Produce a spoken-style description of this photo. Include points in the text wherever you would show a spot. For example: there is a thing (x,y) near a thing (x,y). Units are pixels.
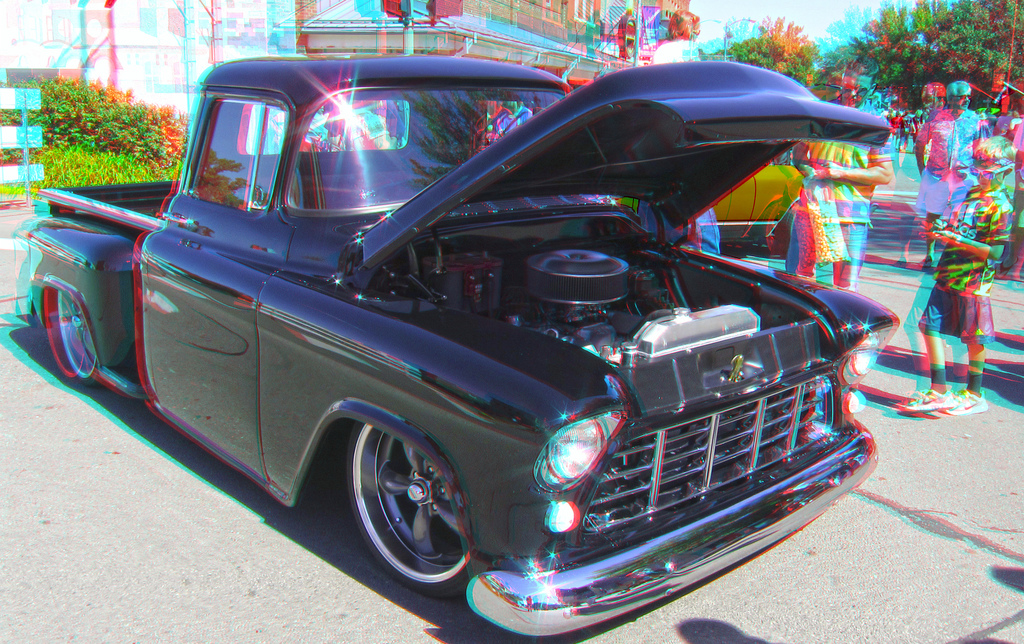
This is an edited image, we can see vehicles (586,231) on the path (819,564) and on the right side of the vehicles (503,239) there are some people (839,190) standing. Behind the people (850,154) there are poles (634,59), buildings (109,43), trees (1020,71) and the sky (837,17).
